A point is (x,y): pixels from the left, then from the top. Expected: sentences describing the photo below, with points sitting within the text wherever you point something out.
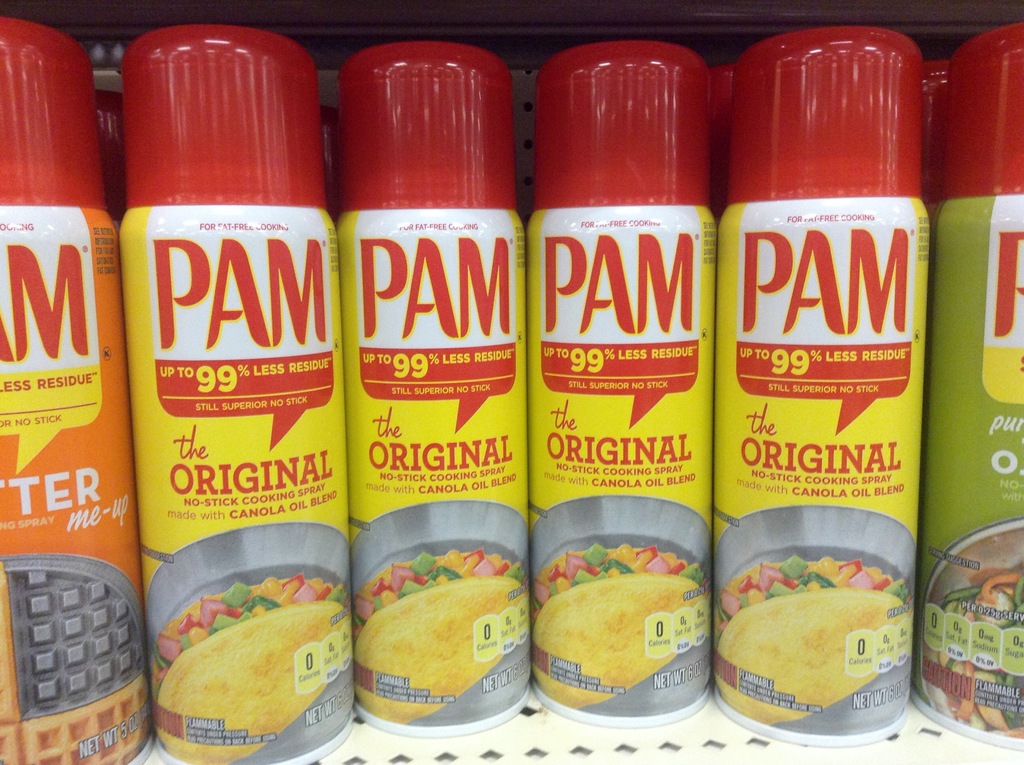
In this image we can see some bottles (679,577) with text (316,491) placed on the surface (920,723).
